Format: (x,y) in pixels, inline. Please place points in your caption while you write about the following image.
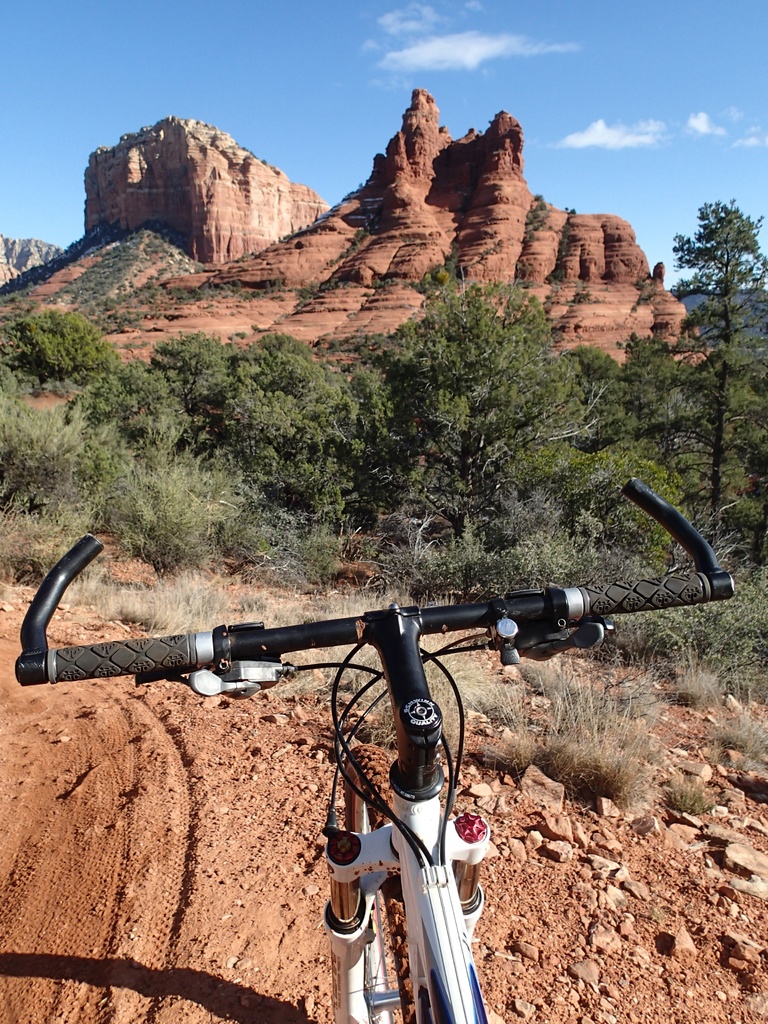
In this picture there is a bicycle (371,868). In the center (404,435) I can see many trees (456,532), plants (395,532) and grass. In the background (242,258) I can see the mountains (524,257) and hills (284,289). At the top (560,63) I can see the sky (693,18) and clouds (474,46).
